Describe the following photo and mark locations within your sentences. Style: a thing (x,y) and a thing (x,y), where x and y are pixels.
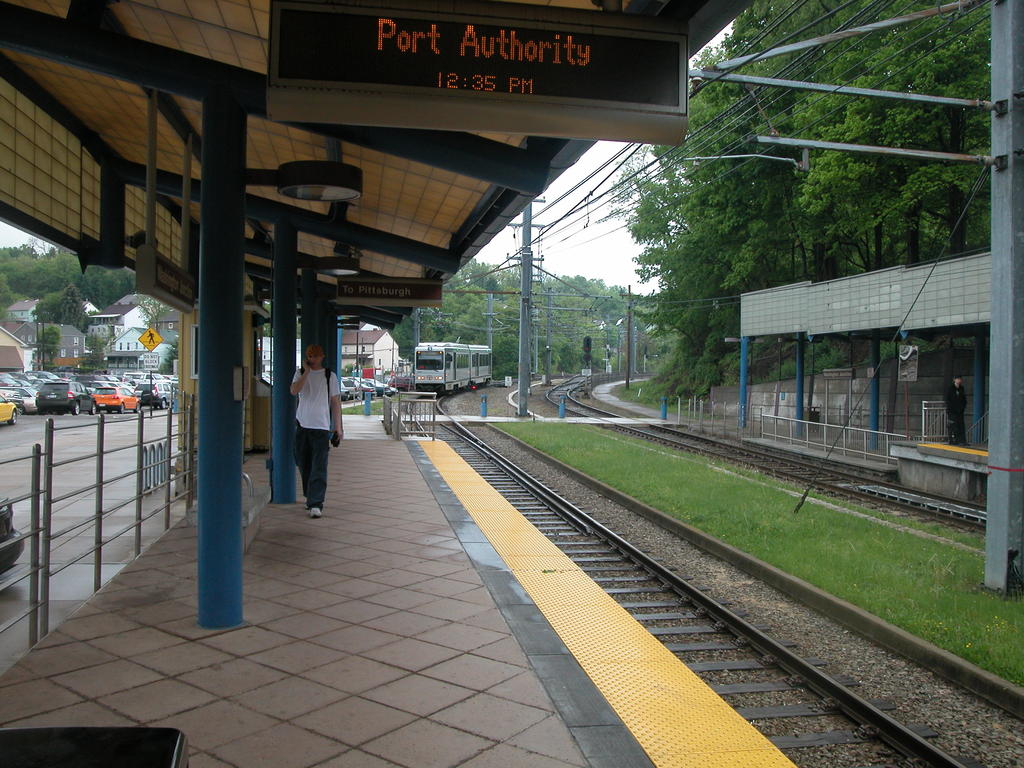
The picture is taken in a railway station (105,86). On the left (84,383) there are vehicles (91,384), buildings (89,332), trees (69,321), railing (155,440) and poles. In the center of the picture (438,495) there are railway track (595,536), grass (536,446), train (434,384), platform (413,629), people (317,394), vehicle (360,386), current poles (551,304), cables (497,293) and trees (481,323). On the right (816,343) there are trees (886,87), railway track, platform (937,458), railing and a person (960,393). At the top (454,70) there is a led screen (436,64).
